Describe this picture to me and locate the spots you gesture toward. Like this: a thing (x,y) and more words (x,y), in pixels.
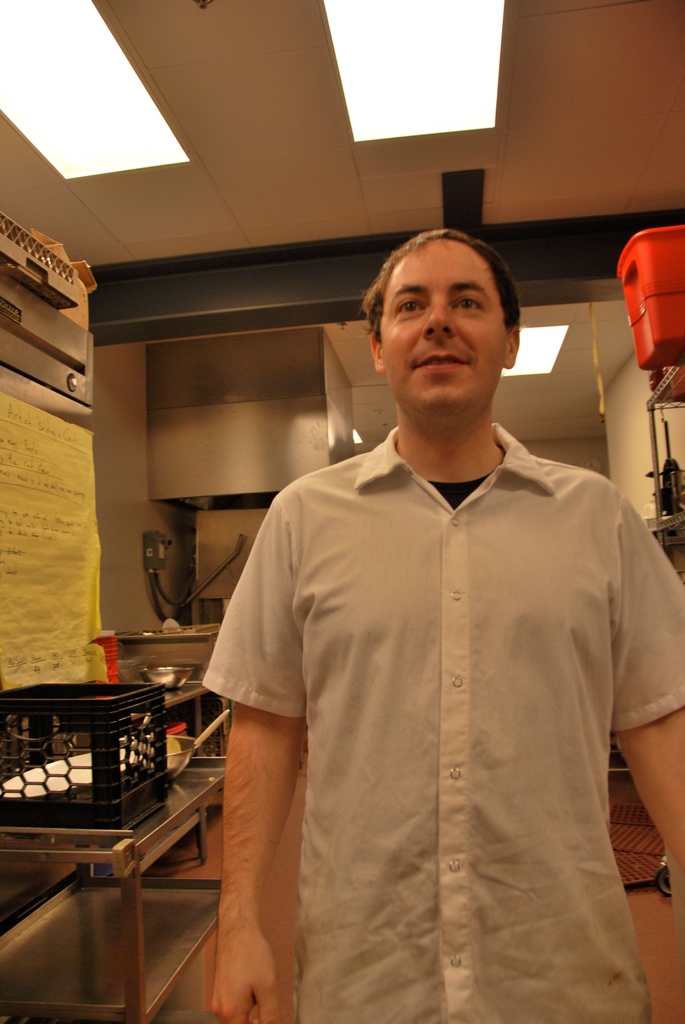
In this image I see a man (336,1002) who is standing and he is smiling. In the background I see few equipment (52,924) and the lights (545,363) on the ceiling (568,363).
